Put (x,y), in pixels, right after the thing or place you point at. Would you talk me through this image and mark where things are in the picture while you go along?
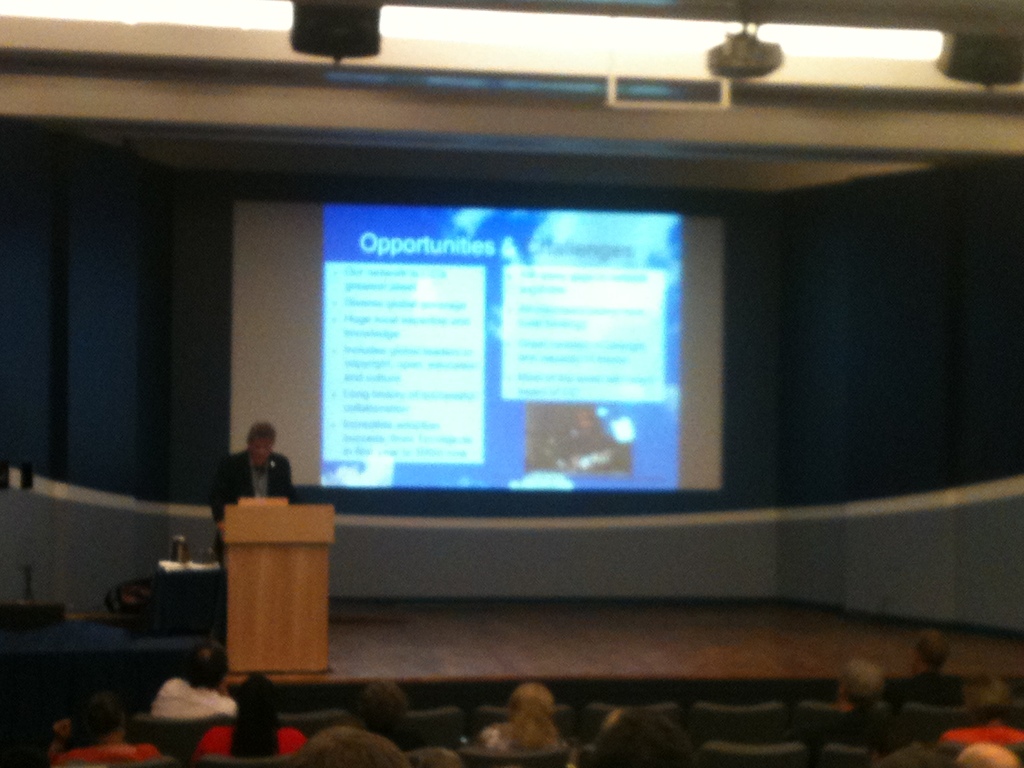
In this image, there are a few people (257,445). Among them, some people (851,716) are sitting and a person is standing on the stage (359,600). We can also see the podium (293,584) and the stage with some objects (194,612). We can see the projector screen (404,268) and some objects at the top (133,9). We can also see some chairs (708,702).
